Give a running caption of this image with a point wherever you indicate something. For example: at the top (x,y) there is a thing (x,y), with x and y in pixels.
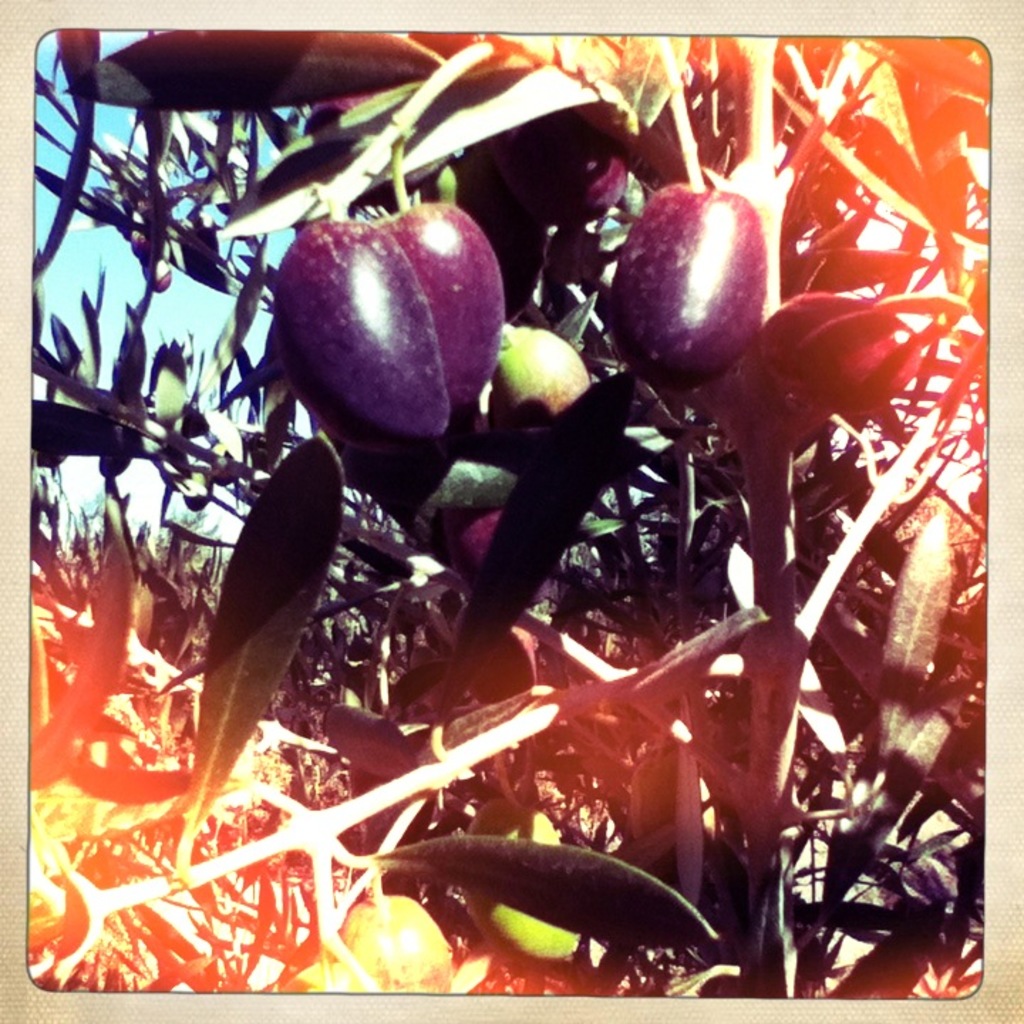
In this image we can see olives (309,238) on the olive tree (430,170).
